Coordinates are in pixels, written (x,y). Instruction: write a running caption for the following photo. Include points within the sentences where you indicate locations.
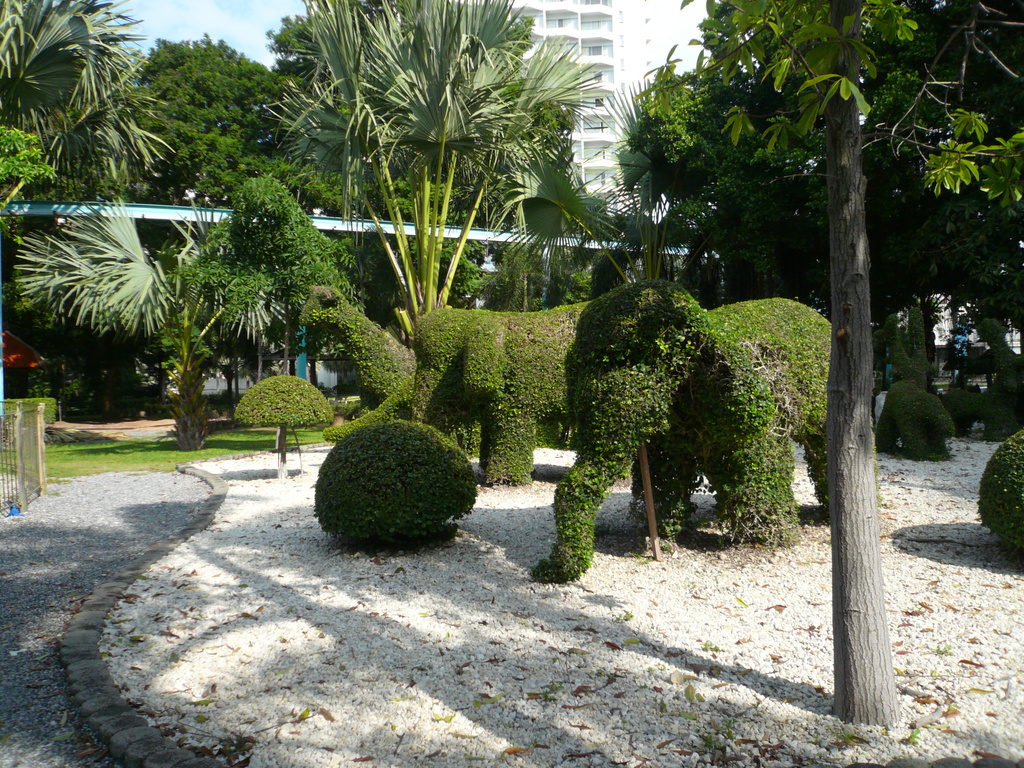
In this image I can see trees (8,173) in green color, background (601,20) I can see a building (600,64) in white color and the sky (226,27) is in white color.
